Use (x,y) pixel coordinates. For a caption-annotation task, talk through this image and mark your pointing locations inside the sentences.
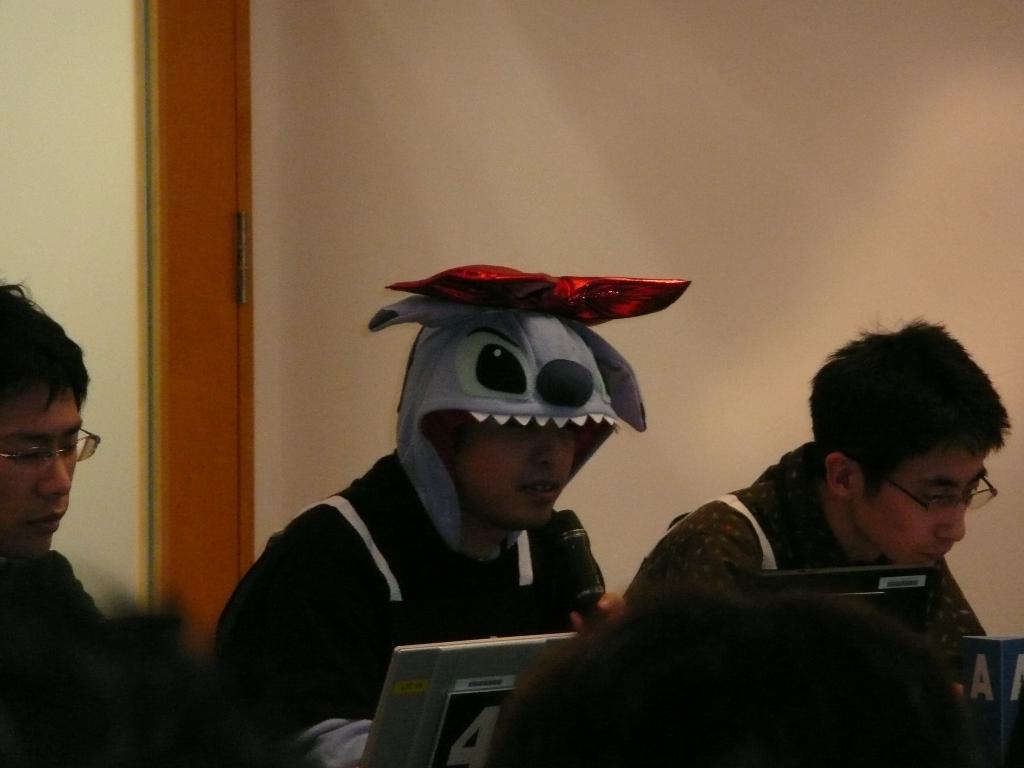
In this image I can see three men (809,527) are looking into the laptops (425,720). I can see a cap (536,326) on the head (501,399) of a man (541,431) who is sitting in the middle (423,474). At the bottom of the image (111,721) I can see two persons heads (185,727). In the background (425,131) there is a wall (556,156).
